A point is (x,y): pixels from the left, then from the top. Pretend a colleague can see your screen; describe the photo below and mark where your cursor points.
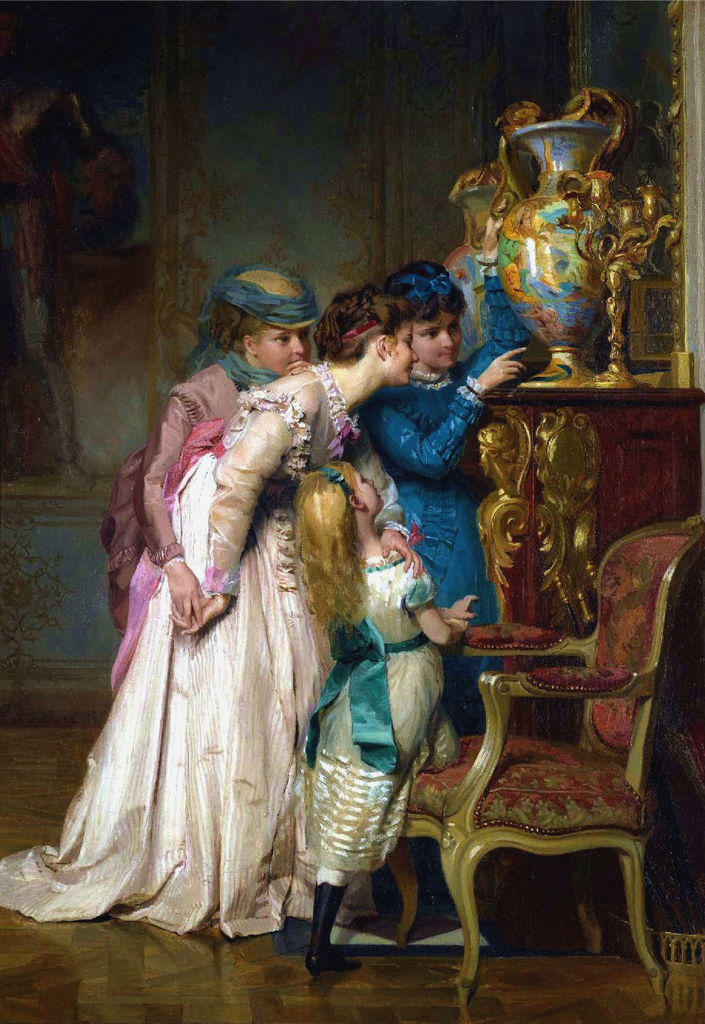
In the foreground (528,288) I can see four persons (497,659) are standing on the floor (357,934), chair (612,792), table (586,484) on which a flower vase (572,350) is there. In the background (593,357) I can see a wall (689,234). This image is taken in a hall (421,788).
